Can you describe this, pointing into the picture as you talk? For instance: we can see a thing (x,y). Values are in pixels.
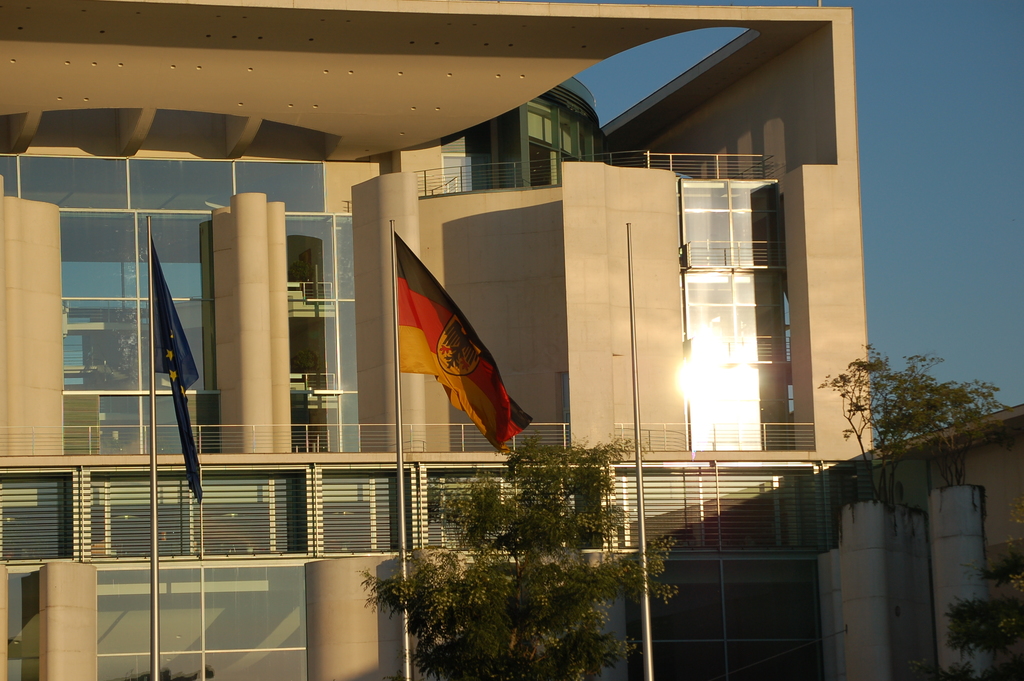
In the picture we can see a building (113,645) with some glasses (795,615) and pillars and near to it, we can see some flags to the poles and some trees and in the background (883,124) we can see a sky (913,171).
